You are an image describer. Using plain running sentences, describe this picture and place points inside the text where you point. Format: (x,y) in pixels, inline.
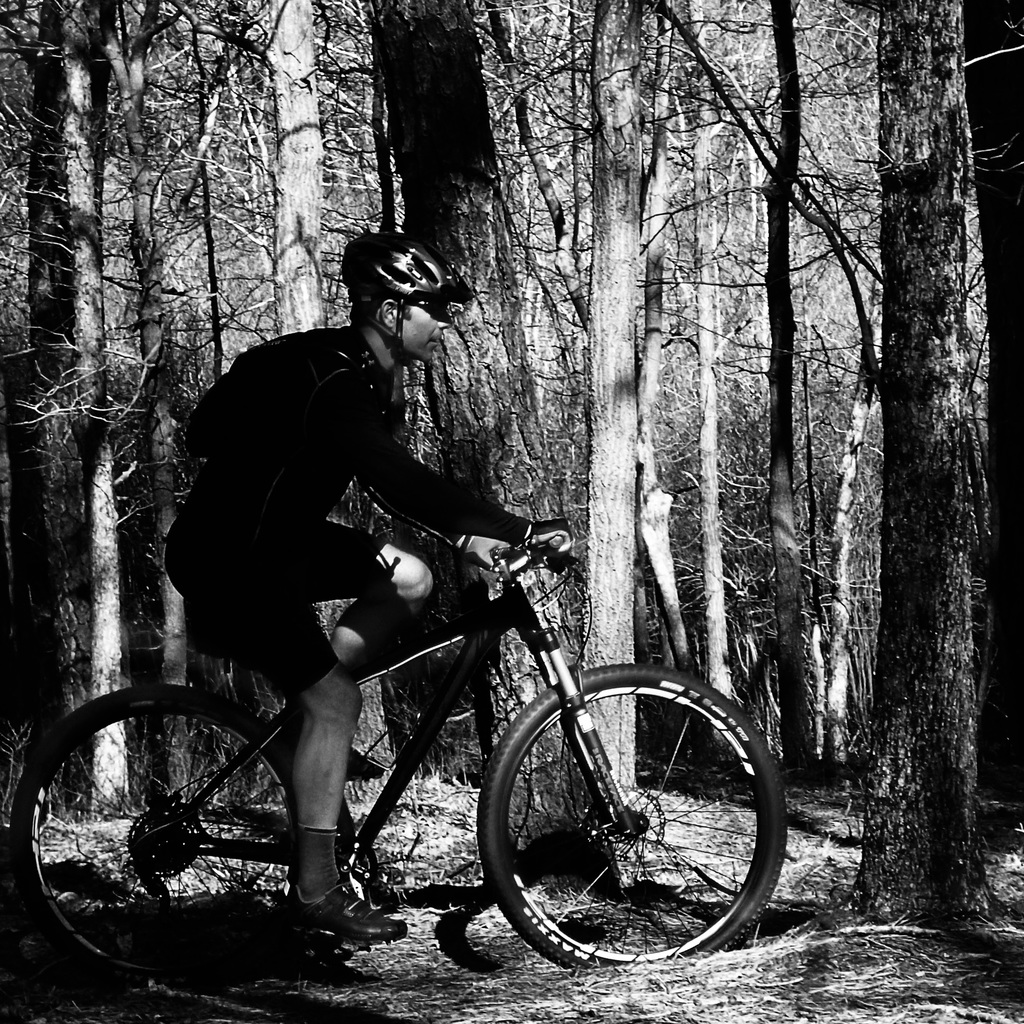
The image looks like it is clicked in a deep forest (422,185). There is a man (341,711) riding bicycle (682,677), wearing helmet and sports dress (214,517). In the background (445,118) there are many trees (706,205). At the bottom (659,1021) there is a dry grass (910,976).
